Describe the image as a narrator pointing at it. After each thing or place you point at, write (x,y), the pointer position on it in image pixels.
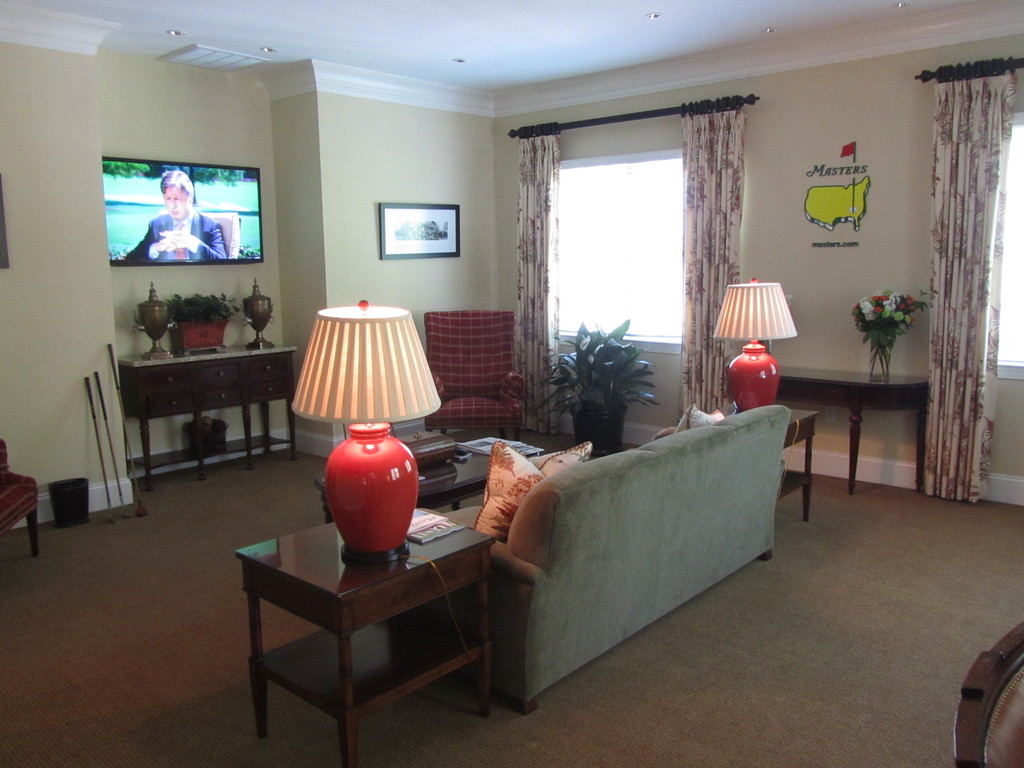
In this image I can see a sofa (614,471), few cushions (548,474) on it, two lamps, a plant (566,403), a chair (502,367), a television (222,236) and a frame (416,235) on this wall (397,176).
